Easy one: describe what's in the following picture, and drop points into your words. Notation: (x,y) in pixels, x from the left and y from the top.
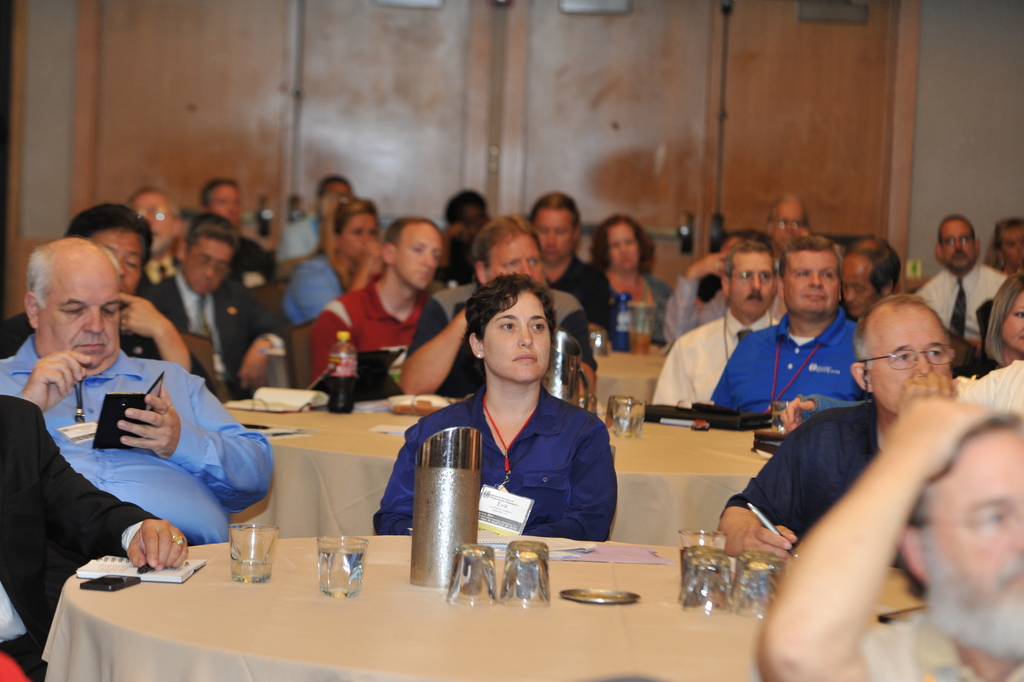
In this picture we can see a group of people (442,350) sitting on chairs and some are holding mobiles (117,423), pens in their hands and in front of them on table (375,561) we have glass (349,546), jars (425,546), papers (582,561), book (186,561), pen (147,563), bottle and in background (662,96) we can see wall (419,144), pipe (721,156).
